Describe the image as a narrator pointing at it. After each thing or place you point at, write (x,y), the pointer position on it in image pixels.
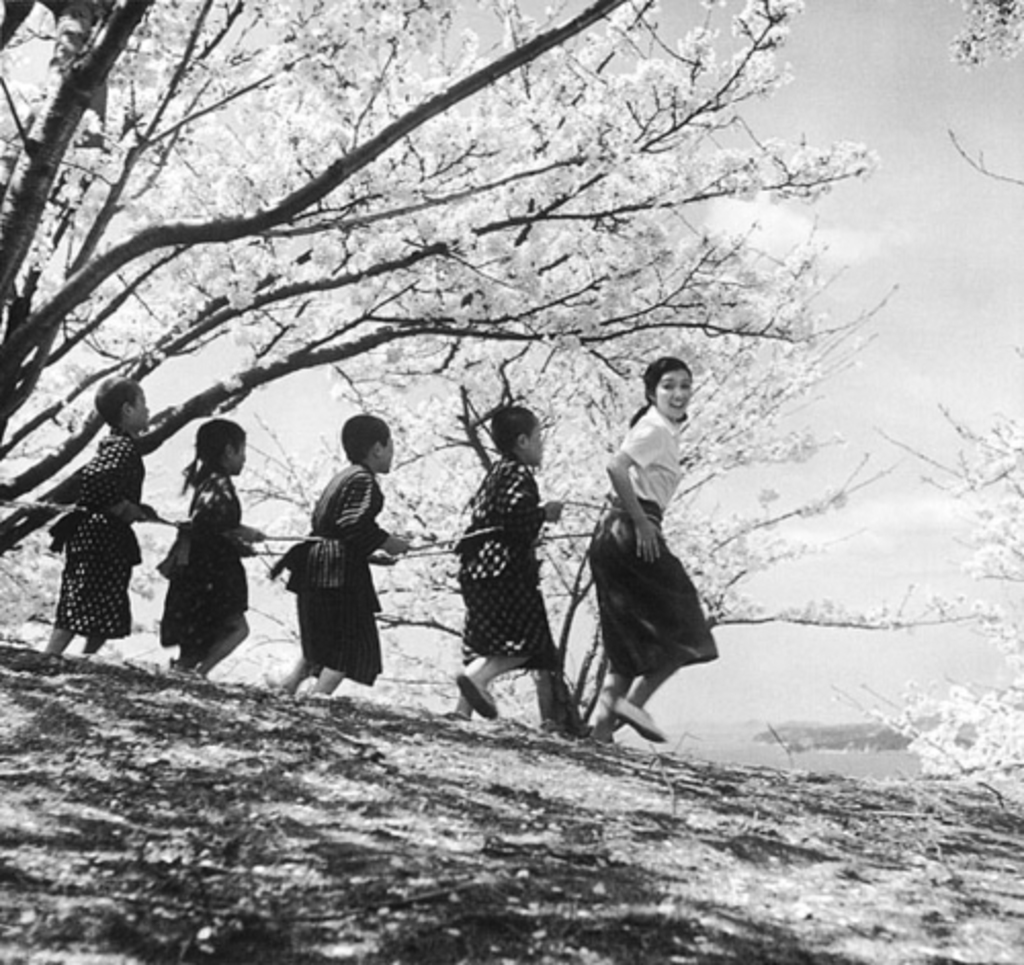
It is a black and white picture. In this image I can see people (664,466), trees (521,132) and sky (880,462). People (640,536) are holding a rope (155,519).
